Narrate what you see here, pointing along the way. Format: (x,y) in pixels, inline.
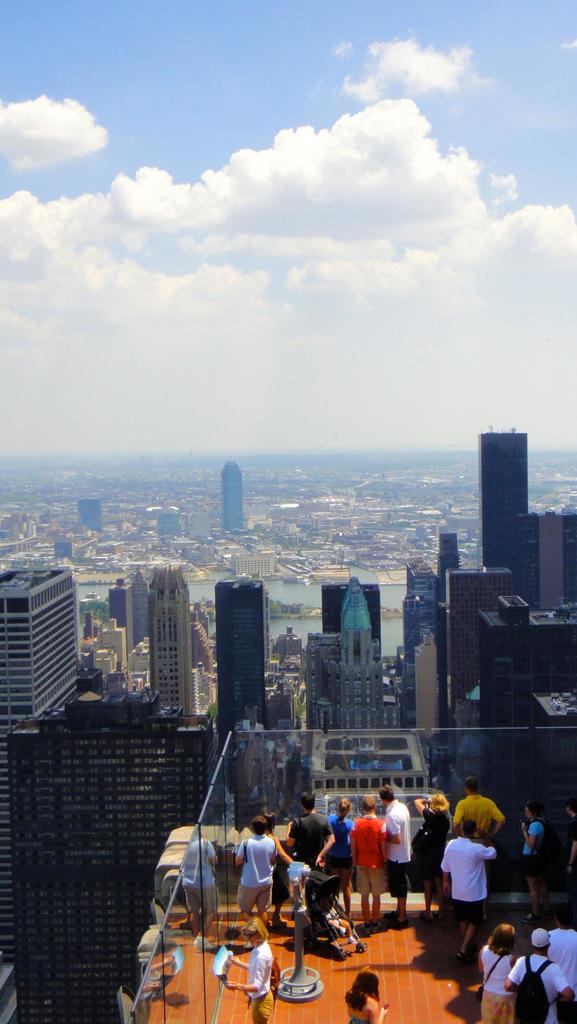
In this image, we can see buildings (362,527) and on one of the building (343,980), we can see many people (349,884). At the top (239,174), there are clouds (293,326) in the sky (239,323).
